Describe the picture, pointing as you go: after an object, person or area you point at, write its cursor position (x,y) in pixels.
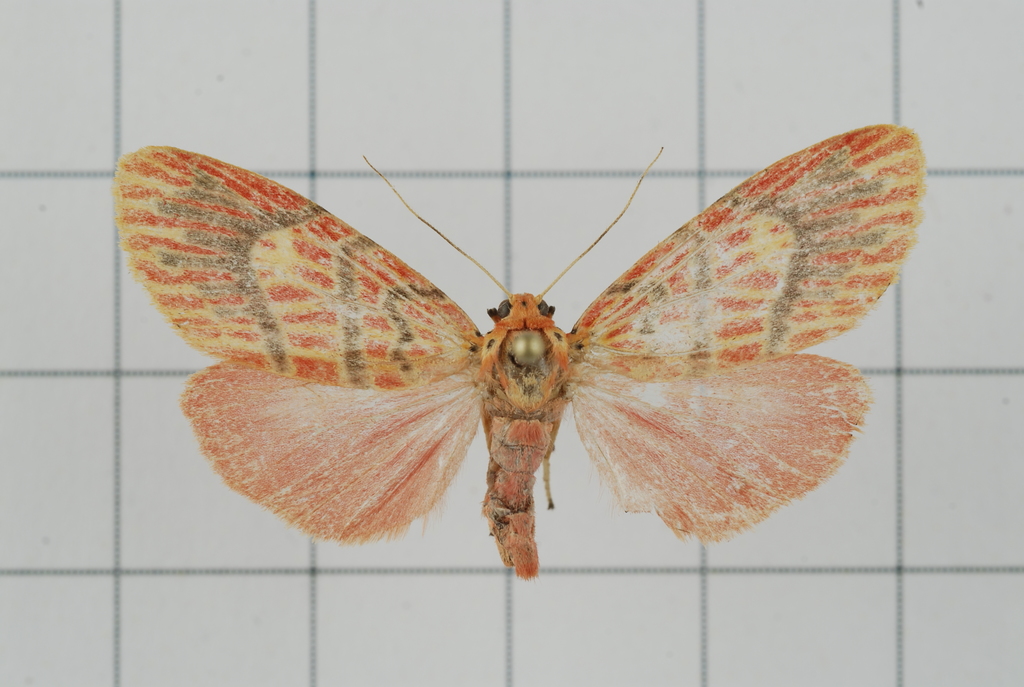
In this picture I can see a butterfly (355,262), and in the background (531,172) there is a wall (841,72).
